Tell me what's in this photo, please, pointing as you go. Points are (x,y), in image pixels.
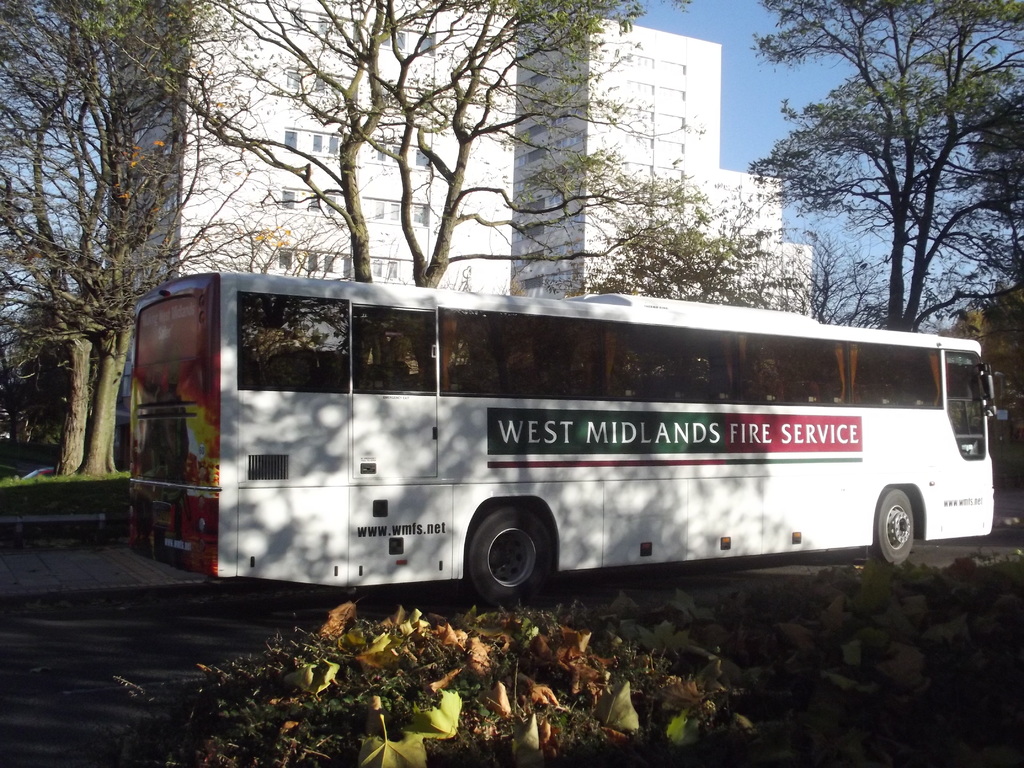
In this image, I can see a bus (510,541) on the road (154,624). These are the buildings (700,137), which are white in color. I can see the trees (455,212) with branches (638,222) and leaves (725,237). At the bottom of the image (562,650), these look like the bushes (339,718).
